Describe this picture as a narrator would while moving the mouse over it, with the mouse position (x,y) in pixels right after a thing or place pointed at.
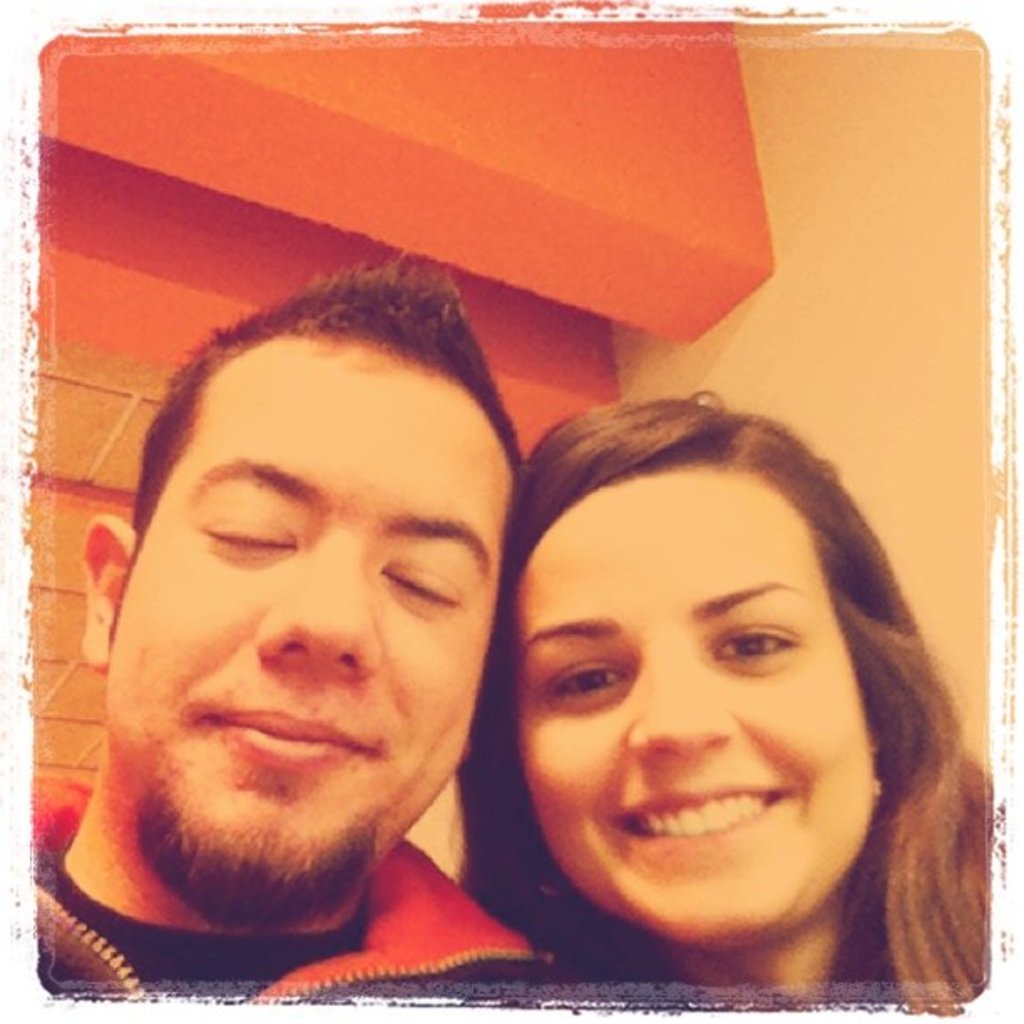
It is an edited image, there is a man (424,886) and a woman (661,631) in the foreground of the image (305,805).
